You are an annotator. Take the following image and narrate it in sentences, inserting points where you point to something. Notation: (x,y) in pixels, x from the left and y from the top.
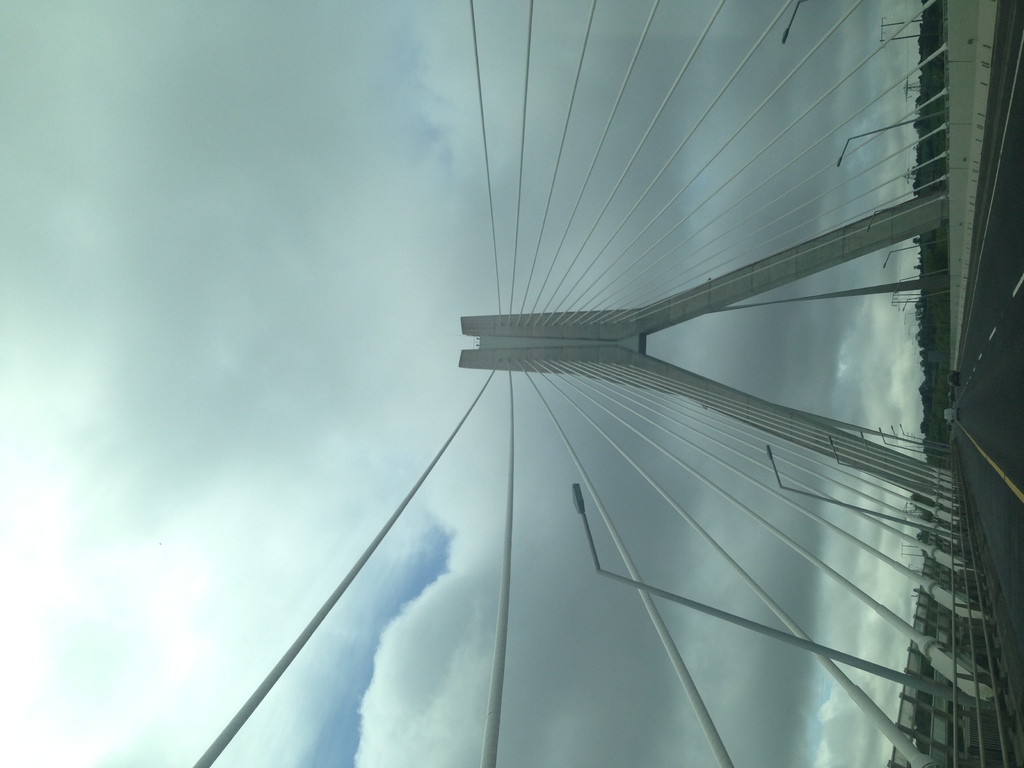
Here in this picture we can see a bridge (951,430) present and in the middle (653,406) we can see an iron frame arch like structure (651,319) present, as we can see poles (715,443) connected to it and we can also see light posts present all over the bridge (952,441) and we can also see vehicles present and in the far we can see plants (945,314) and trees (933,44) present and we can see the sky (831,634) is fully covered with clouds (474,507).
